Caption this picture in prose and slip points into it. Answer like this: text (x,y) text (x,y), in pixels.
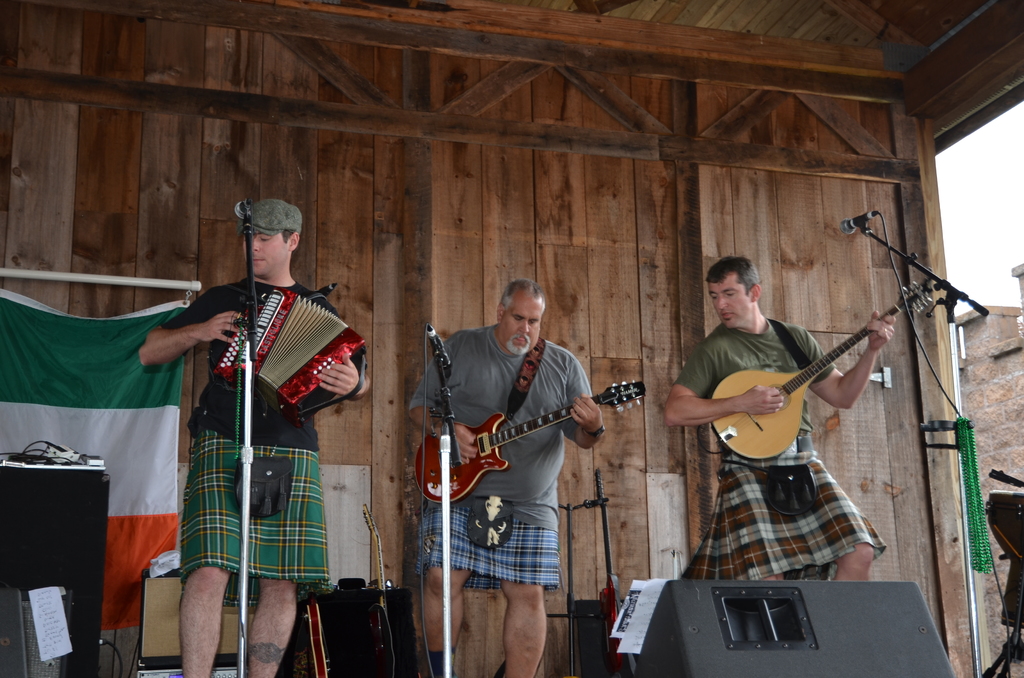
In the image we can see there are people (339,393) who are standing and they are holding musical instruments (274,378) in their hand (469,452).
